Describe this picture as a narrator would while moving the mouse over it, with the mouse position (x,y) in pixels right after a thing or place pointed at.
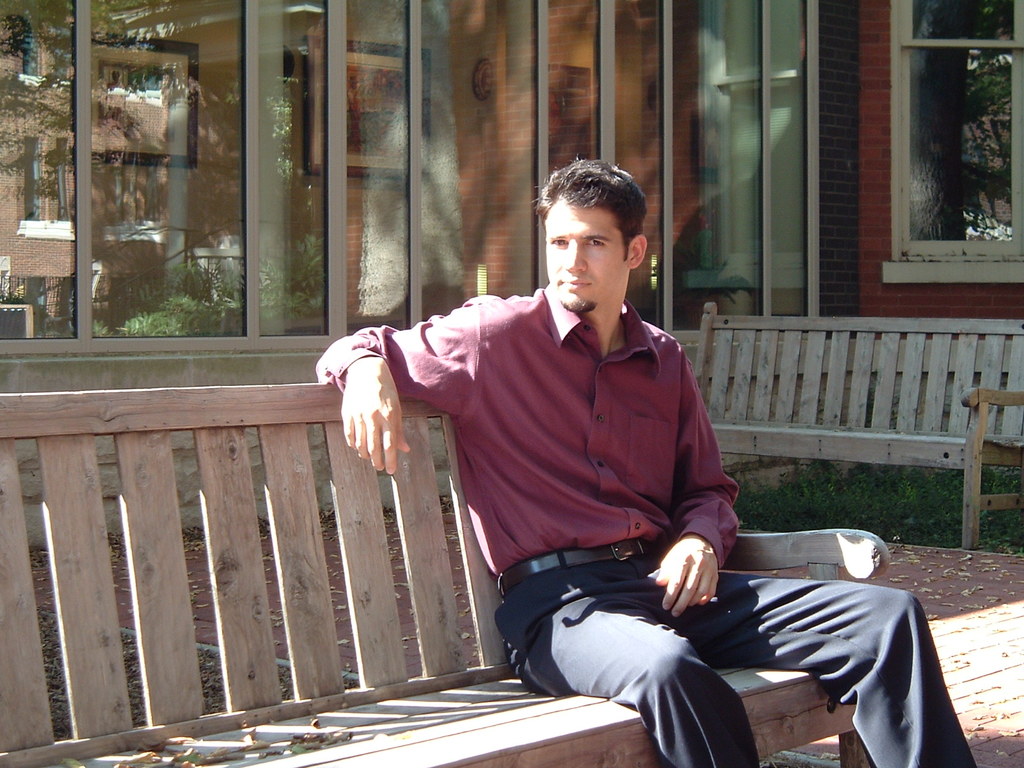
In this image i can see a man (538,381) sit on the bench (308,662) wearing a maroon color shirt (540,398) and back side of him there is a window (244,230) on the window (188,218) i can see, there are some plants (165,308). there are some building (169,98).
